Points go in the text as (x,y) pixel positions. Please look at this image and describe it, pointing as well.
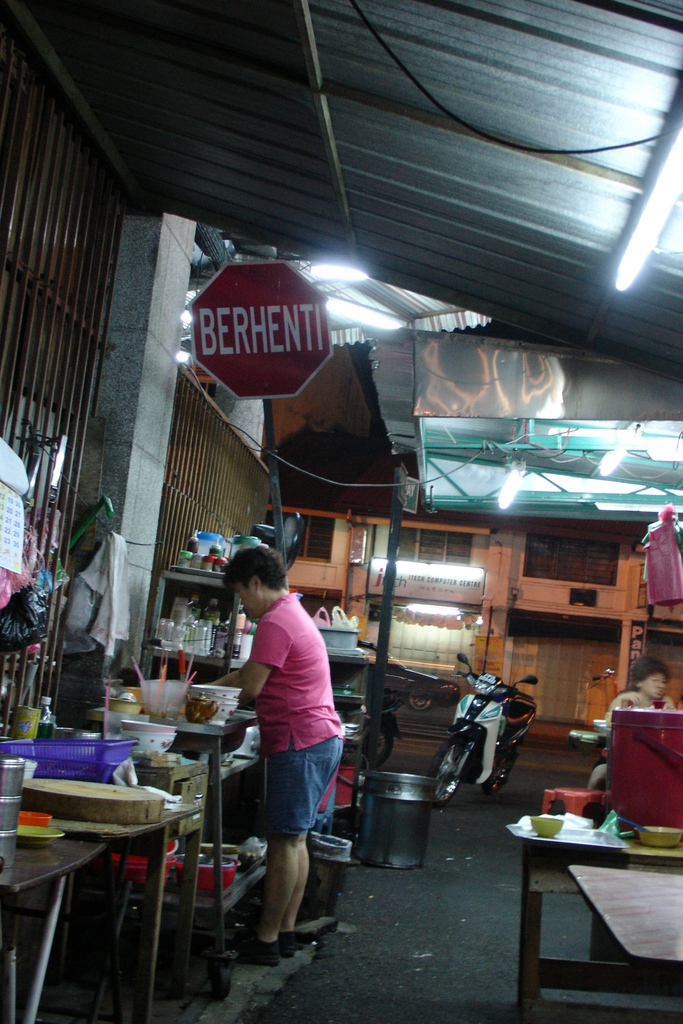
It's a street (327,960) and a man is standing at here in the middle of an image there is a bike (501,735). Right side of an image (483,777) there is a bike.
